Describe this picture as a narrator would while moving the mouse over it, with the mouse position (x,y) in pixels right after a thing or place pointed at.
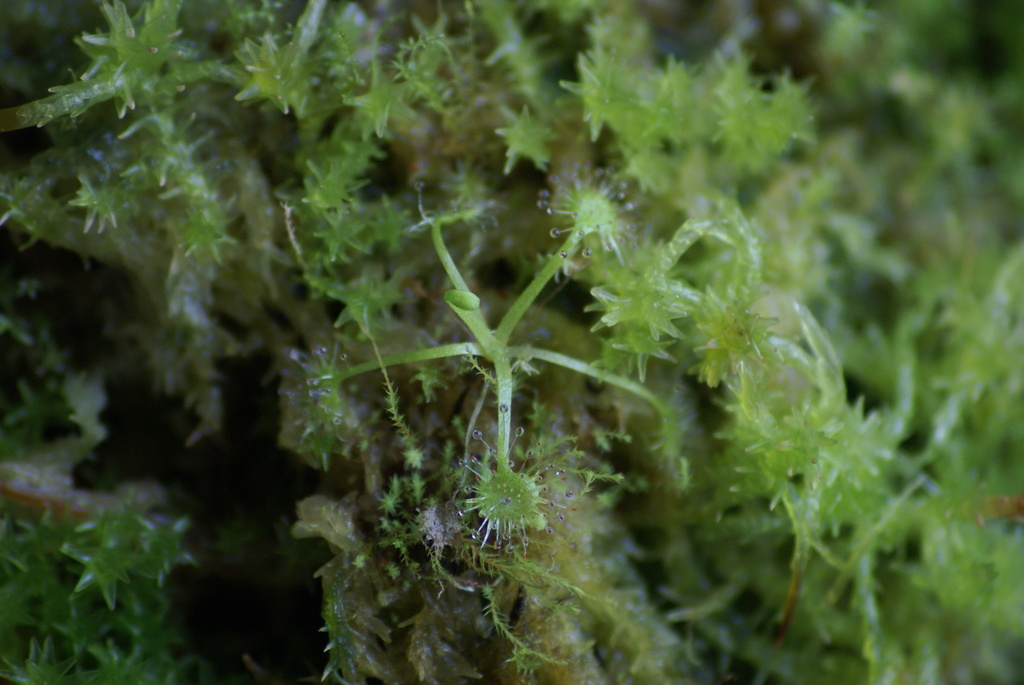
In this image we can see a sundew plant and moss (769,452).
